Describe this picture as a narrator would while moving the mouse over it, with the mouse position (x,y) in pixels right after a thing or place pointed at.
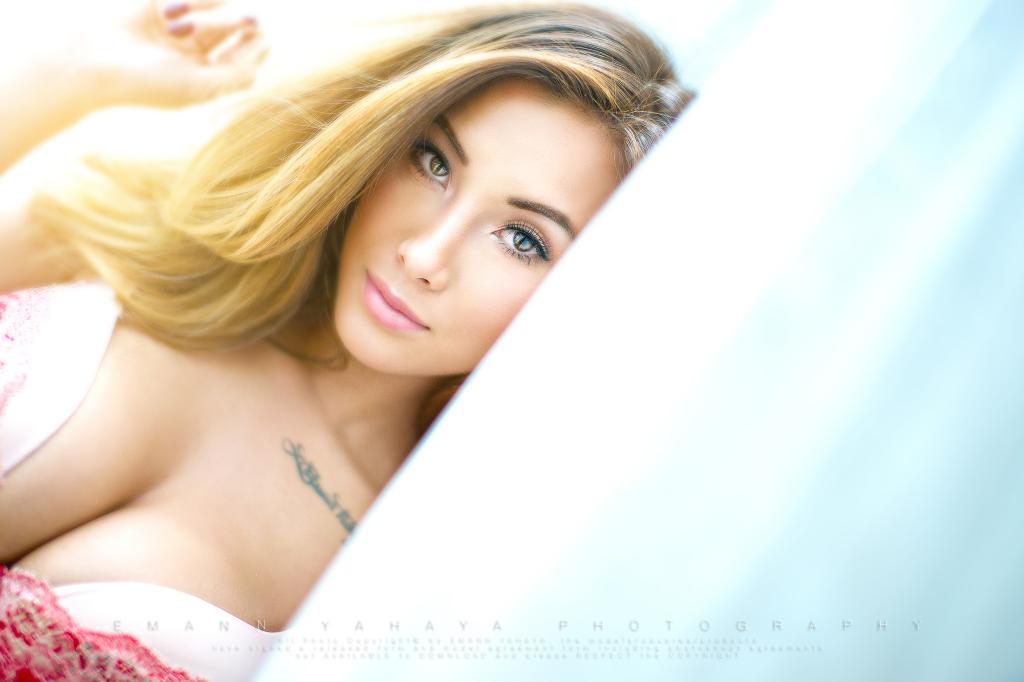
This is a zoomed in picture. On the right (794,310) there is a white color object (435,443). On the left (286,331) we can see a woman (341,269) seems to be lying on an object (514,355) and we can see the tattoo (348,527) on the body (357,349) of a woman (372,353). At the bottom (721,641) we can see the text (661,637) on the image.
